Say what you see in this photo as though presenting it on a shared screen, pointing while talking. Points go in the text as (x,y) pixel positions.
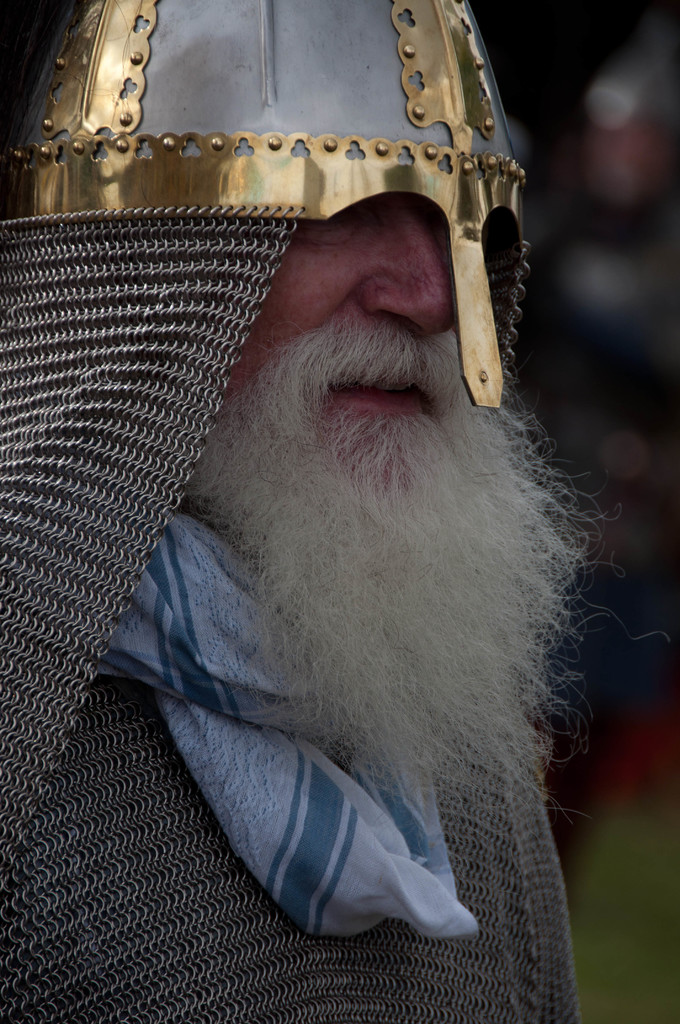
In this image there is a man (272,747) standing. He is wearing a helmet (265,88) on his head (242,76). There is a scarf (233,611) around his neck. The background (604,963) is blurry.
